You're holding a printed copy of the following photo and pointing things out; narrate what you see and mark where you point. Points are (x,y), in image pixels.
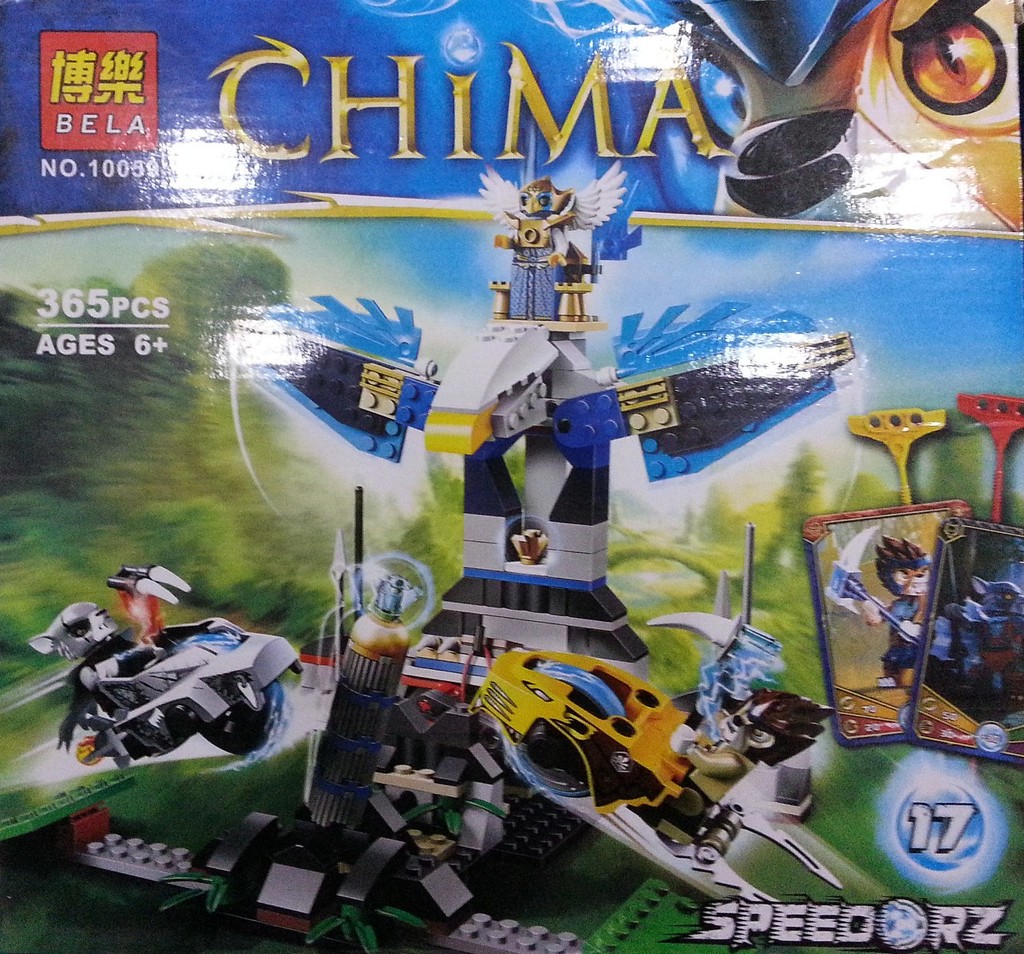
In this picture we can see a poster (406,787) and on the poster (221,704) there are machines (161,649) and it is written as "CHIMA".
